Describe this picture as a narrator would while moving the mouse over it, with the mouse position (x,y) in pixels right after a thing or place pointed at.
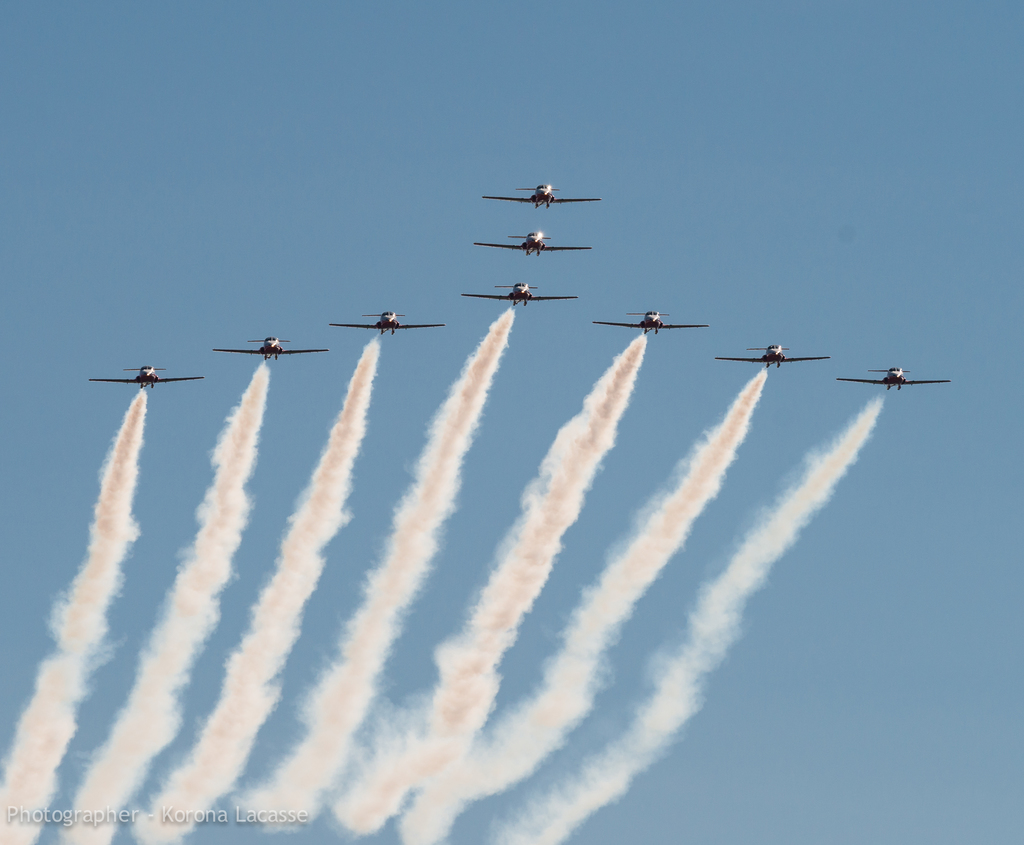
In this image I can see number of aircrafts (535,189) which are flying in the air (510,215) and I can see smoke (438,417) behind them. In the background (794,237) I can see the sky (771,141).
